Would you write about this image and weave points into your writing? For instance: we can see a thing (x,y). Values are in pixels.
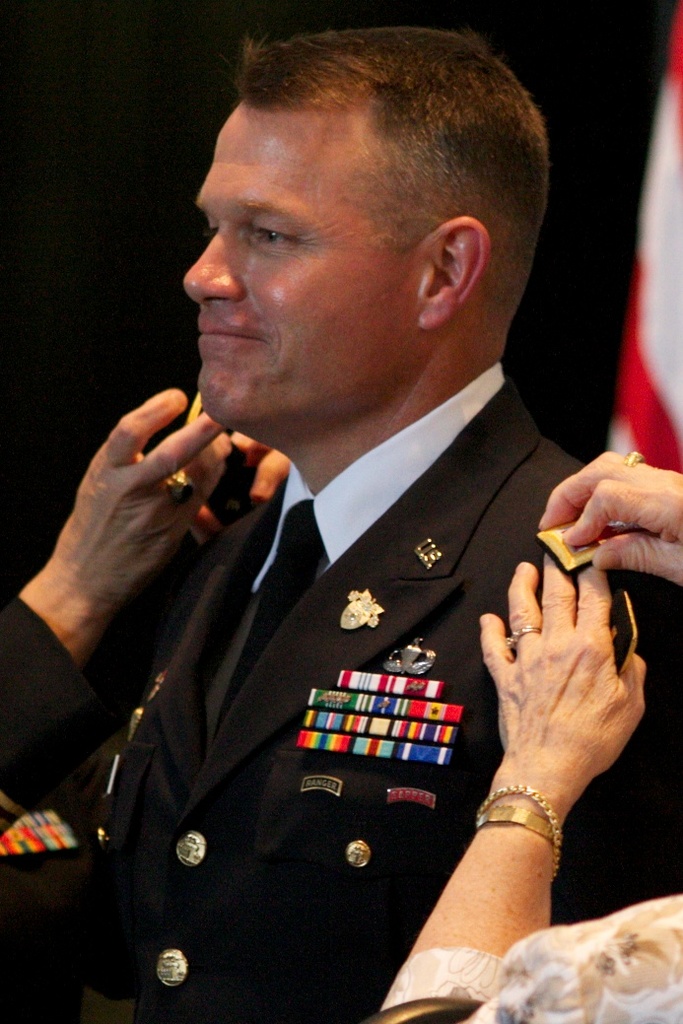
In the center of the image (340,361) we can see a man (278,656) smiling and we can also see some other persons (167,515) putting badges (240,493) to the person (235,423) in the center (256,510). In the background (646,358) there is flag (645,416).
